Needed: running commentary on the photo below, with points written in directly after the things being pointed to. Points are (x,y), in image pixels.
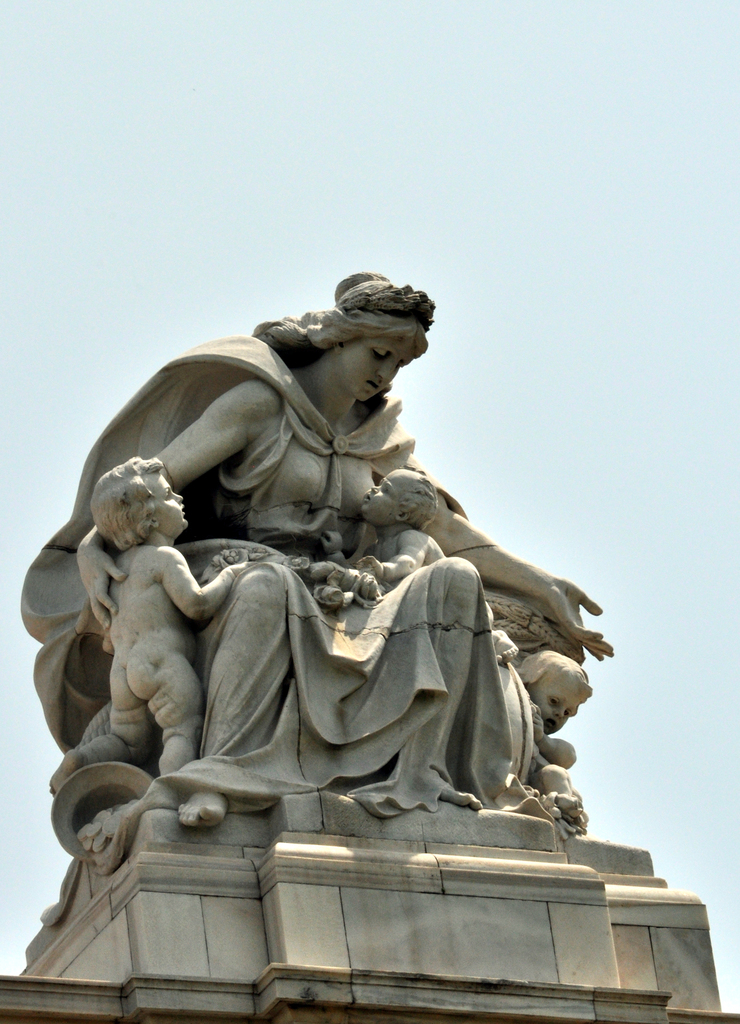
In this picture we can see a statue (237,396) on a stand (609,1016) and in the background (273,239) we can see the sky (560,277).
